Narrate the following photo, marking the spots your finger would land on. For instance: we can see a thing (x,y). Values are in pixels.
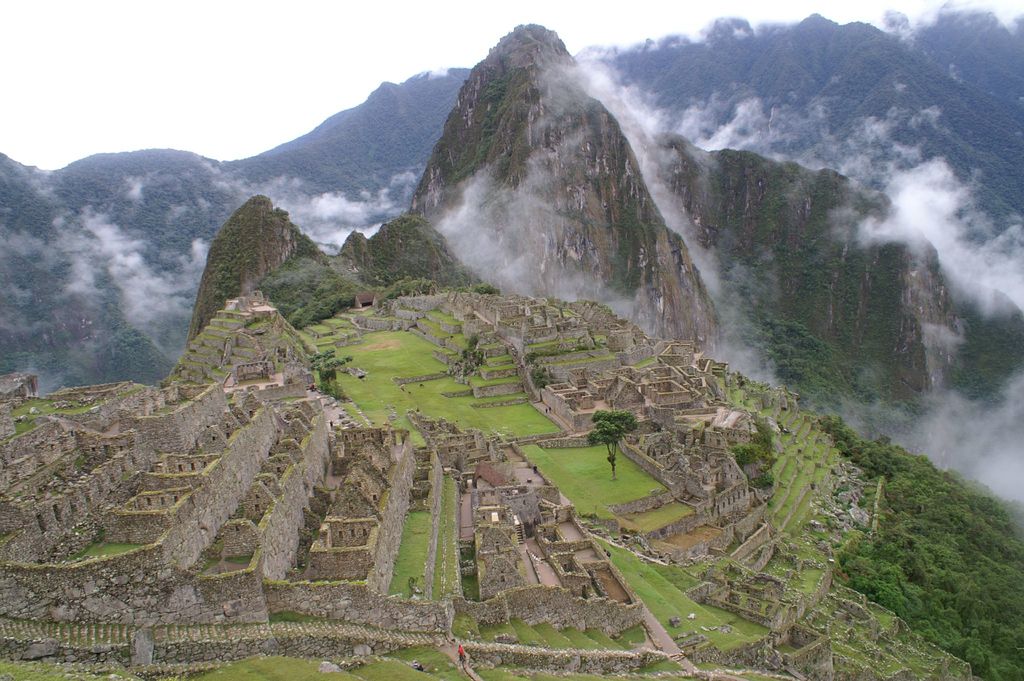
In this image I can see a top view of a city (160,481) which is ruined and I can see mountains (548,190) and clouds (137,192) around the mountains (778,47).
